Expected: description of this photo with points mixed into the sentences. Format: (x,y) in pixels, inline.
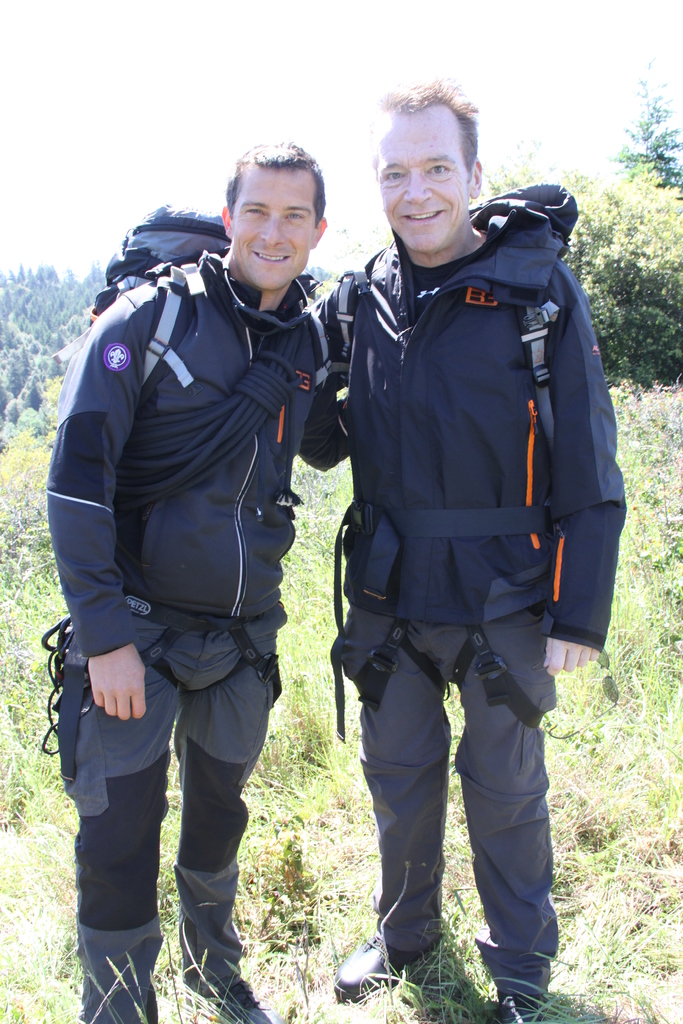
In the foreground of this image (296,396), there are two men (267,426) standing on the grass (315,624) in black suit (492,556) wearing backpacks (523,199) and in the background (638,226), there are trees (655,204) and the sky (312,105).
